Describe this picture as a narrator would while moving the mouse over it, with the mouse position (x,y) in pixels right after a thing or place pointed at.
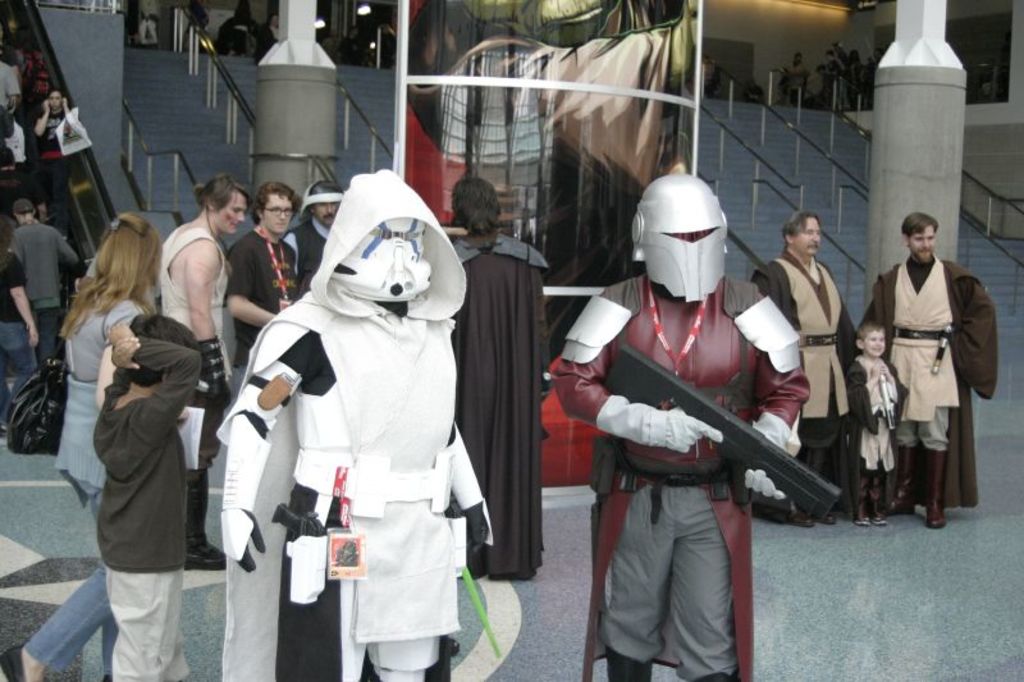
In this picture we can see two people (436,487) are wearing costumes (597,523) and one person (622,534) is holding a gun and in the background (583,521) we can see a group of people (522,502), ground (552,534), steps (866,175), lights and some objects (561,439).
